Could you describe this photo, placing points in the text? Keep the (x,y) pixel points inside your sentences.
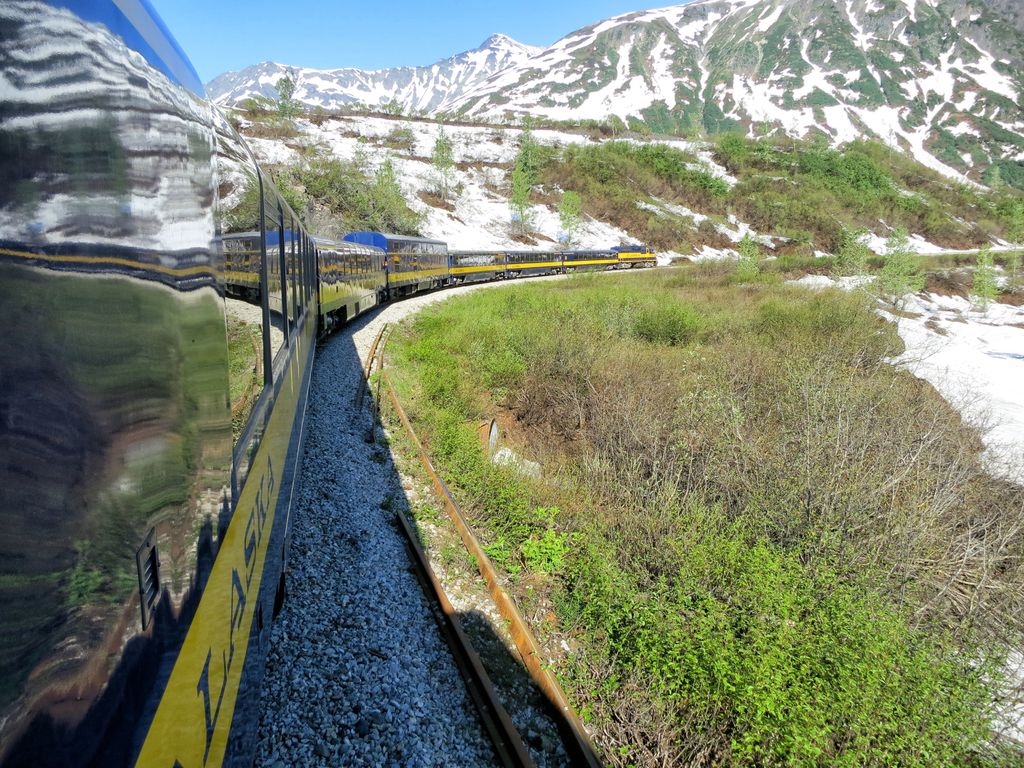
In this image there is a train (244,655). There is railway track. There are stones (346,640). There are trees (723,667) and grass (657,554). There is snow (932,87). There are mountains (567,99) and snow (657,143) in the background (462,206).
